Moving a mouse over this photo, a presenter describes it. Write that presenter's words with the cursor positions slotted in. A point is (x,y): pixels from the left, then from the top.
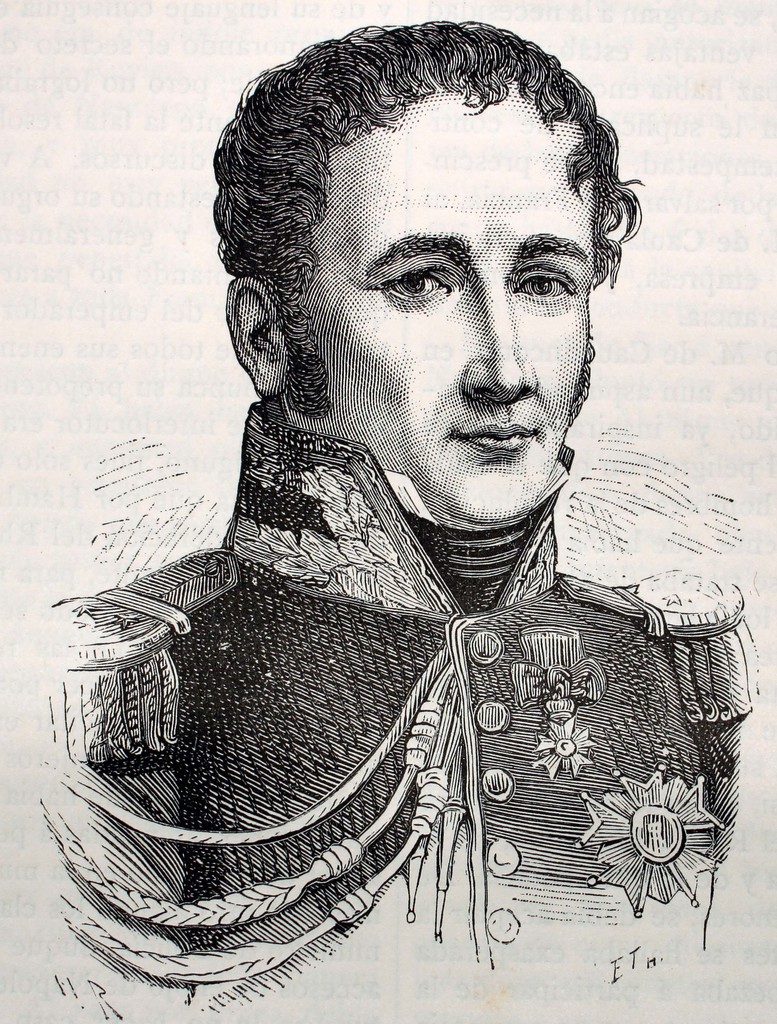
In this image there is a painting (400,483) of a person (387,549) as we can see in middle of this image (397,552).
